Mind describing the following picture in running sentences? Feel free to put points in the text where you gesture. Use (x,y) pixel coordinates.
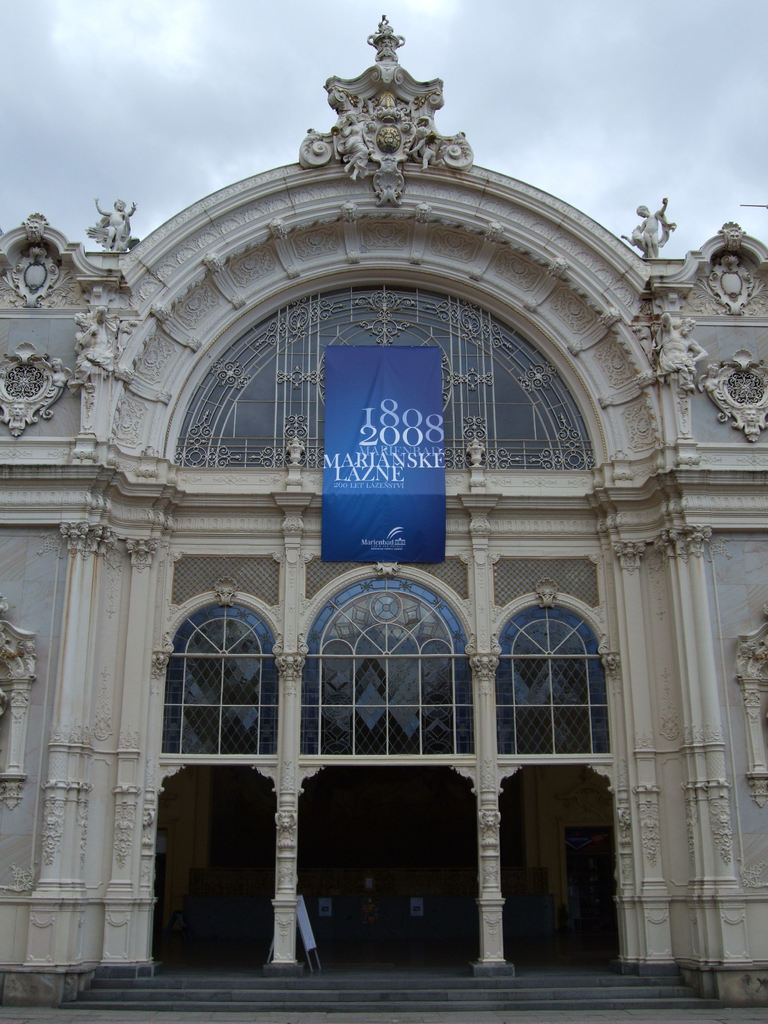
In this image I can see a building (379,817), a board (310,946) and a blue colour board (330,458) on this building (307,555). In the background (34,100) I can see clouds (204,96), the sky (56,45) and on this board (358,458) I can see something is written. I can also see few sculptures (92,327) on top of this building (411,289).
